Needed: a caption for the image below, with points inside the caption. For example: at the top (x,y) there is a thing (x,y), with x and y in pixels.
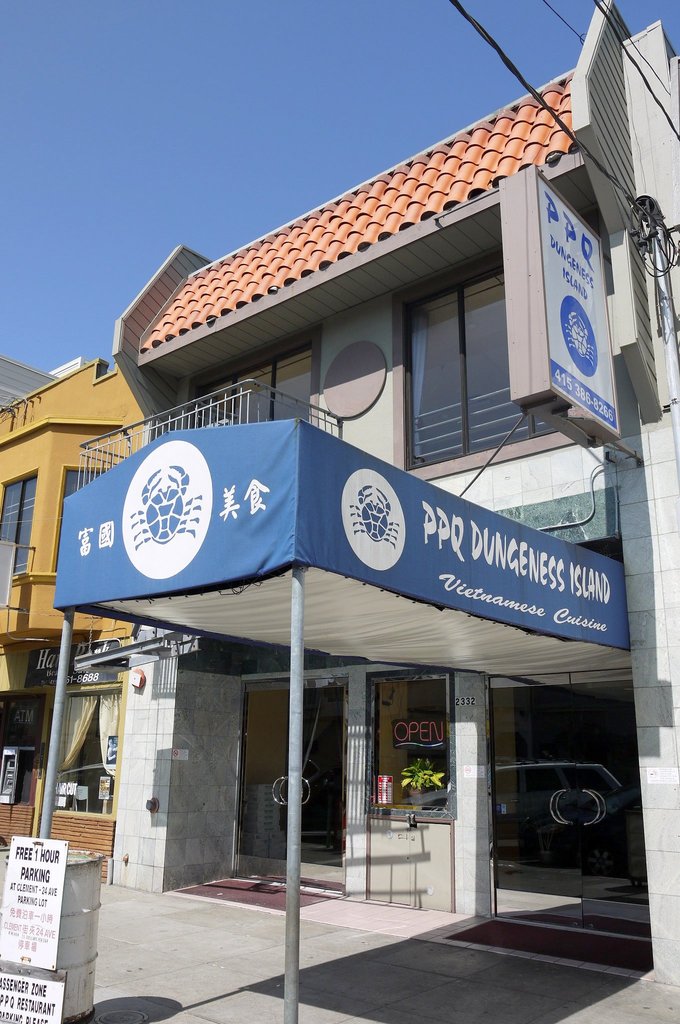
In this picture it looks like a tent (631,668) in the middle (244,497). On the left side (35,928) I can see few boards (45,895), on the right side (524,389) there is a hoarding (531,308), in the background (385,718) there are buildings (380,695). At the top (167,187) there is the sky (152,140).
